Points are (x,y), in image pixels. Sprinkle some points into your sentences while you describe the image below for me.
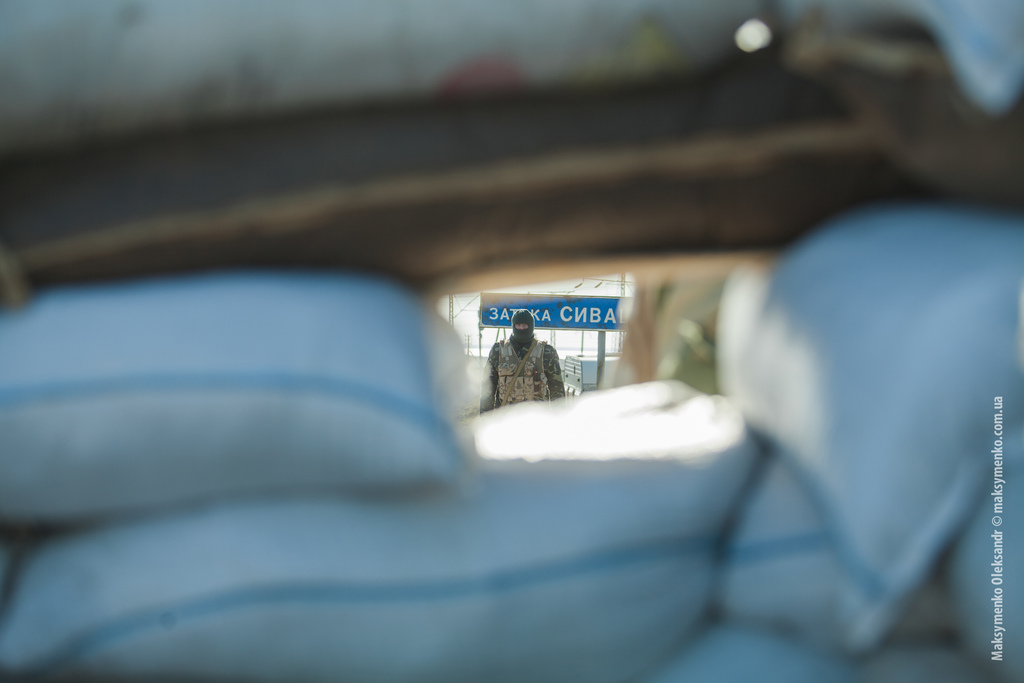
In this image we can see there are bags (584,455). And there is a person (520,367) standing. At the back (603,359) there are poles (599,363), building (586,370) and board (568,320) with text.
